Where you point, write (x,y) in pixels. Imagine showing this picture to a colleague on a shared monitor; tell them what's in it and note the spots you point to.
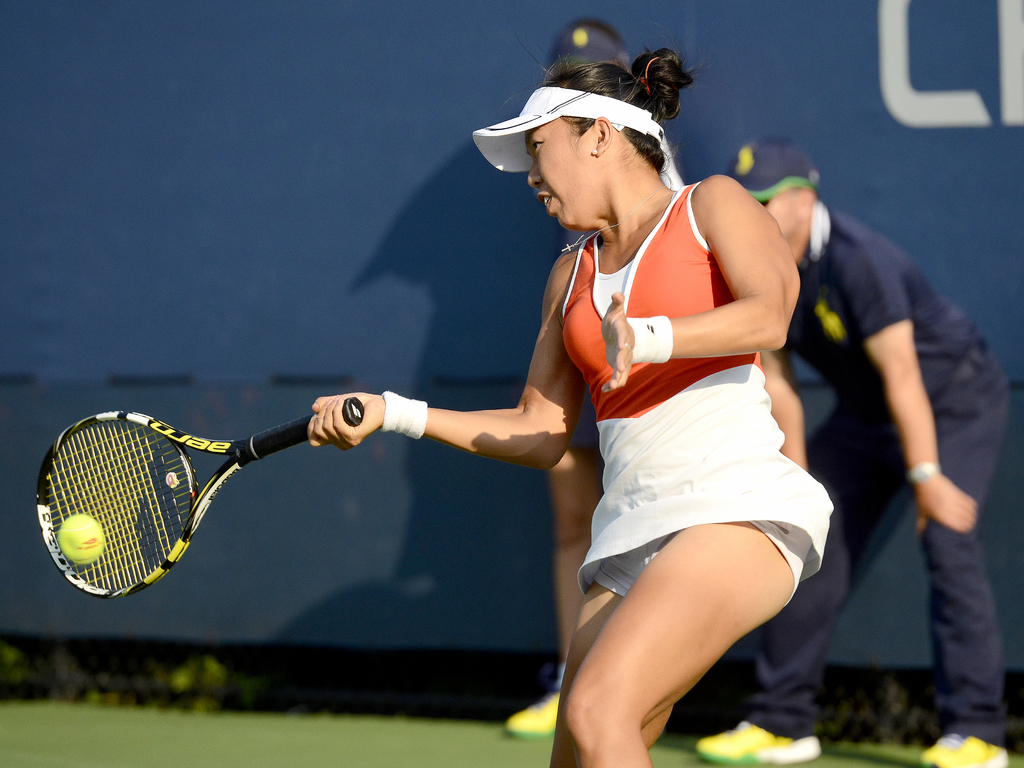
The people (604,520) are standing in a ground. In the center (588,343) we have a red color top (723,369). She is playing tennis.
